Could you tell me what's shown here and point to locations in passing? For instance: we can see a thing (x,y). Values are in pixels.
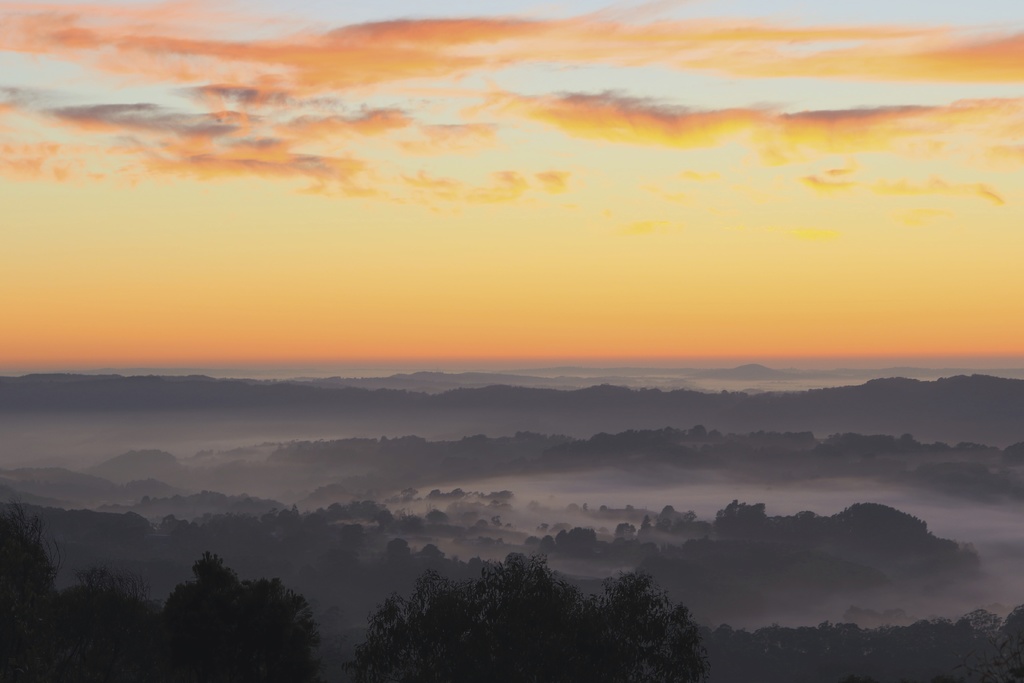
In this picture we can see there are hills (436,435). At the bottom of the image (362,648), there are trees (355,679). At the top of the image (398,100), there is the sky (427,94).
